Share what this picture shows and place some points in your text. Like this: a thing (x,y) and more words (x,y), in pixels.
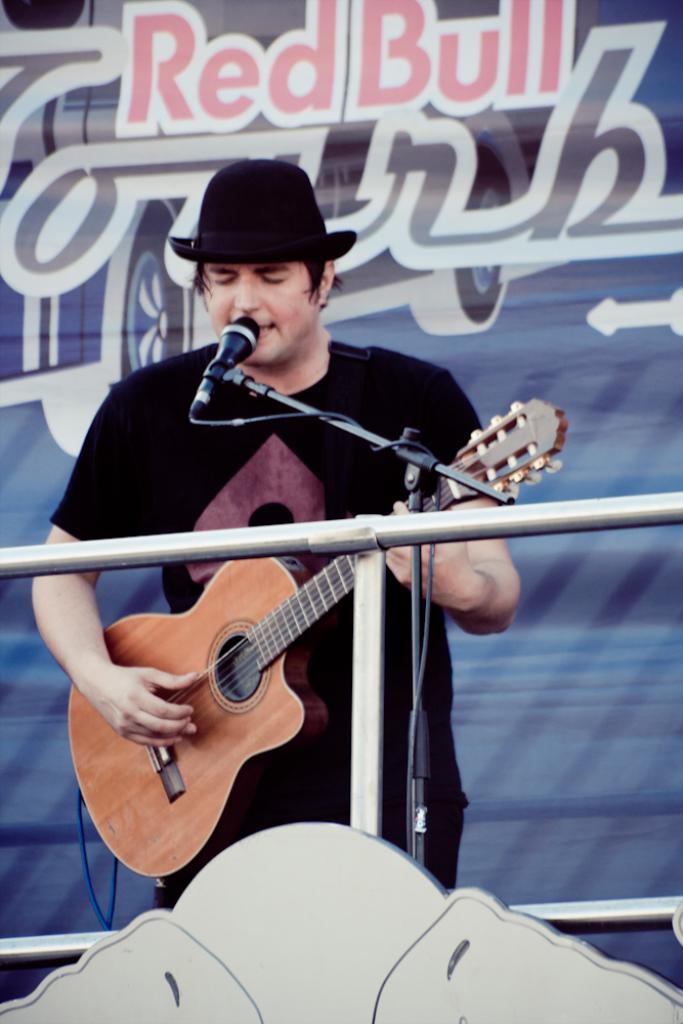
In this picture there is a man (335,778) who is playing the guitar (313,621) and singing.
